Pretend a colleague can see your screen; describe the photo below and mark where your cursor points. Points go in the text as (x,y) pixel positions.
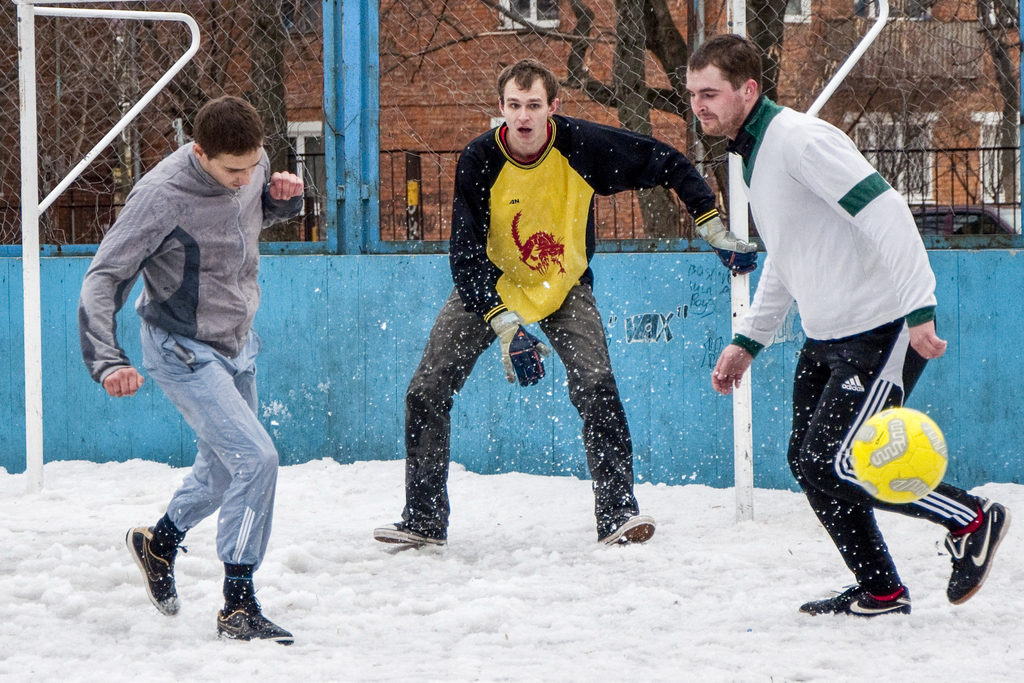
At the bottom of this image (494,634) I can see the snow (487,668). Here three men (857,311) are playing with a ball (892,482). In the background (743,228) there are two poles (27,306) and a net fencing (940,106). Behind the net fencing (577,92) there are many trees (94,69) and a building (414,30).
